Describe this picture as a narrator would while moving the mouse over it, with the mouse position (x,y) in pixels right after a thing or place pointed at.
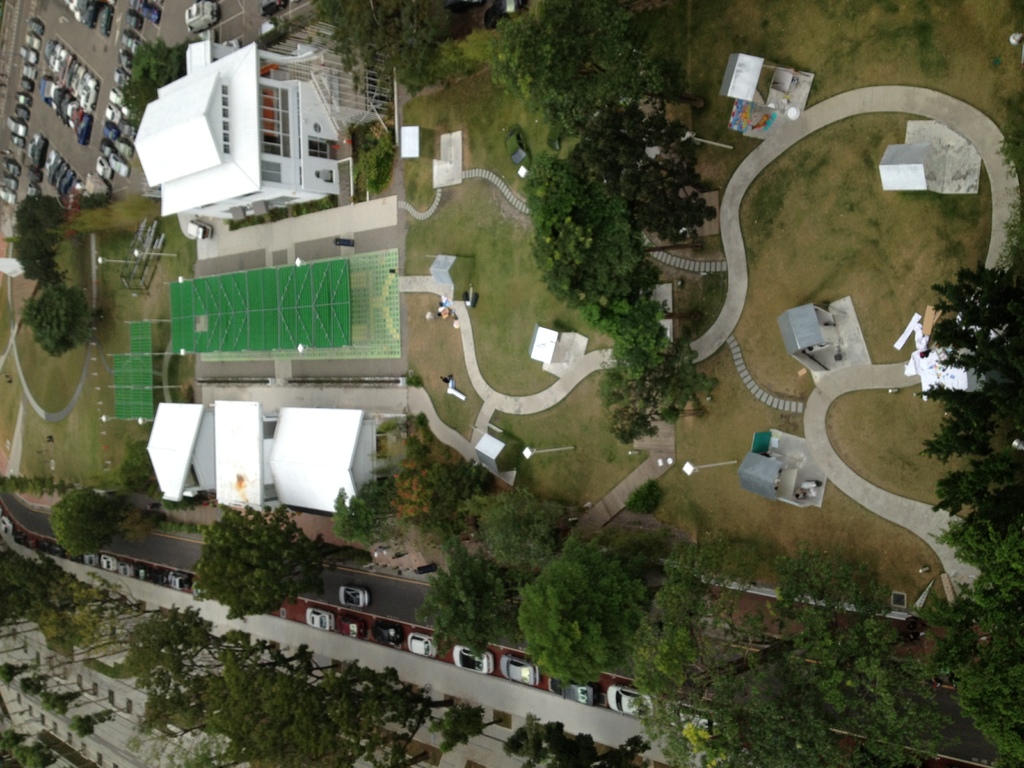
It is the aerial view of an area (715,477) there are plenty of trees (669,685), a house (318,125) and behind the house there are many vehicles (79,94) parked in the parking area (55,137) and on the left side (330,625) there are many cars (514,669) beside the road (547,679) and around that house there are many paths (856,382) interlinked throughout the ground (570,315).
